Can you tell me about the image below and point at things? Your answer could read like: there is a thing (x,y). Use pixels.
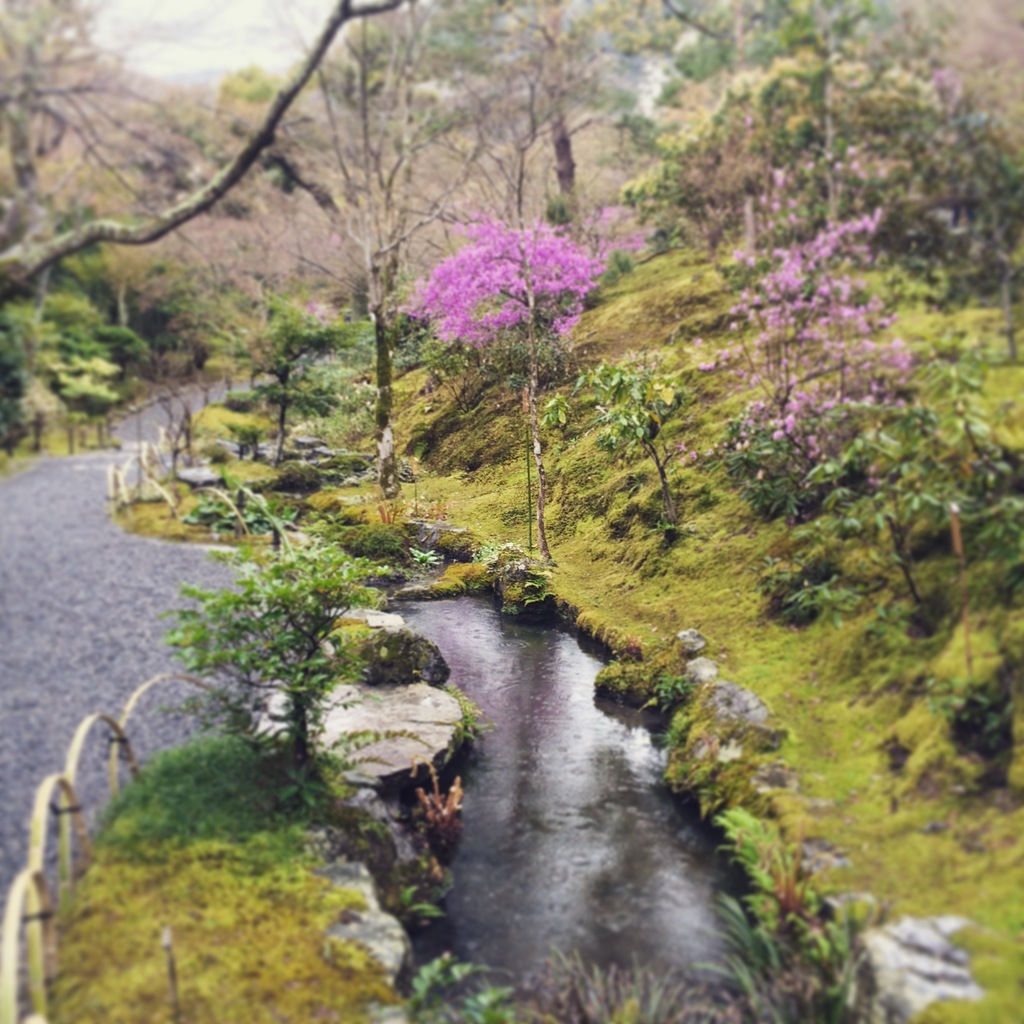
In this image we can see water (533,784), road (65,629), trees (442,237), plants (600,236) and grass (665,361) and sky (314,20) in the background (367,60).
